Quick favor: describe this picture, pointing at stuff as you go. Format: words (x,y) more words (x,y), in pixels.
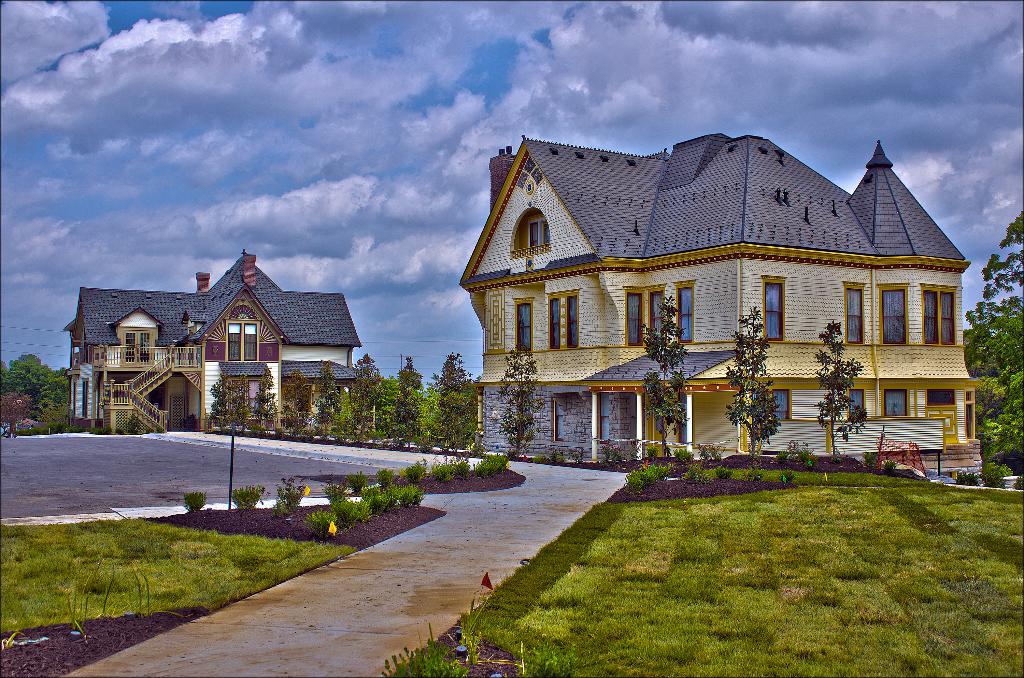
In this image, I can see two buildings (320,324) with windows (231,324). There are trees (473,439), plants (351,511), grass (819,593) and pathway (334,588). In the background (216,244), there is the sky (391,171).
